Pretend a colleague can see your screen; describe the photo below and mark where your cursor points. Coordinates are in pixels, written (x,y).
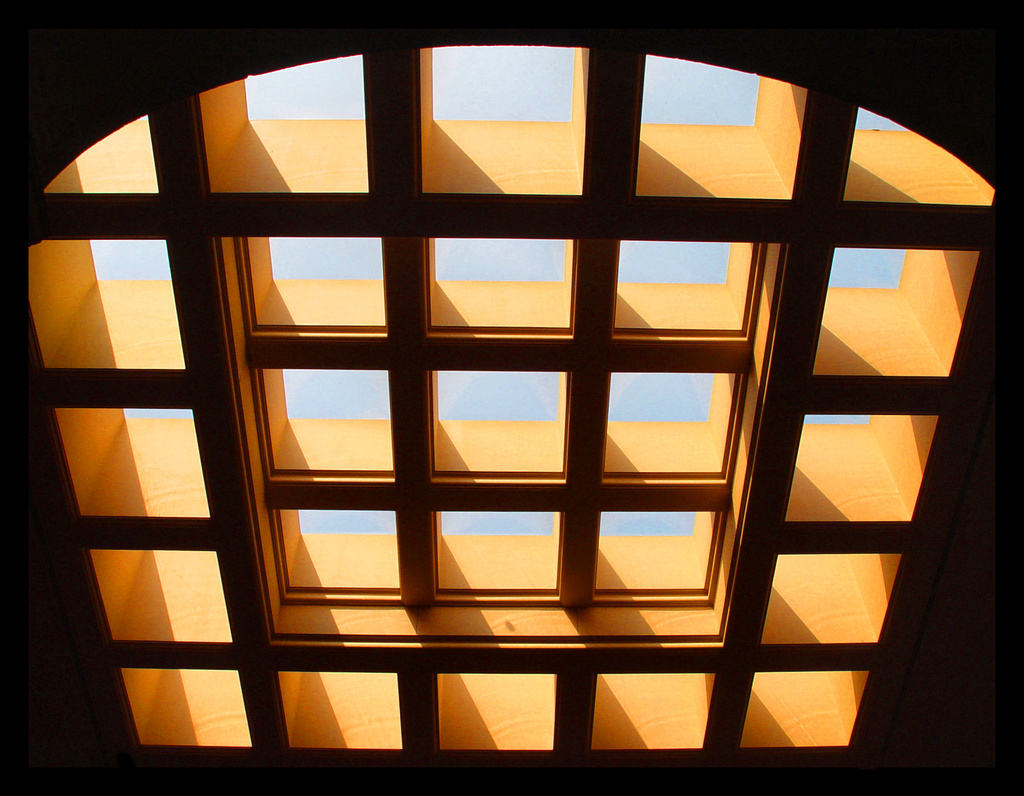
In this picture I can see the roof (607,185).
